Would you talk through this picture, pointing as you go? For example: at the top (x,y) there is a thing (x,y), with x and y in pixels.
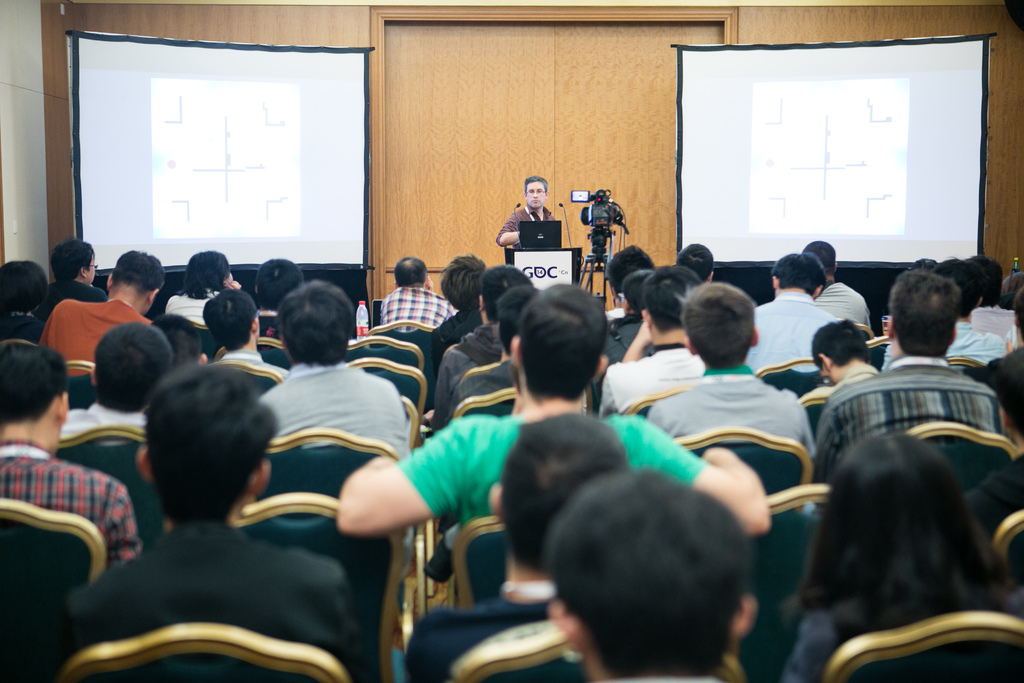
In this picture we can see group of people (456,404), few are sitting on the chairs (422,330), in the background (800,216) we can see a bottle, laptop (556,236), camera (589,221) and projector screens (680,231).
